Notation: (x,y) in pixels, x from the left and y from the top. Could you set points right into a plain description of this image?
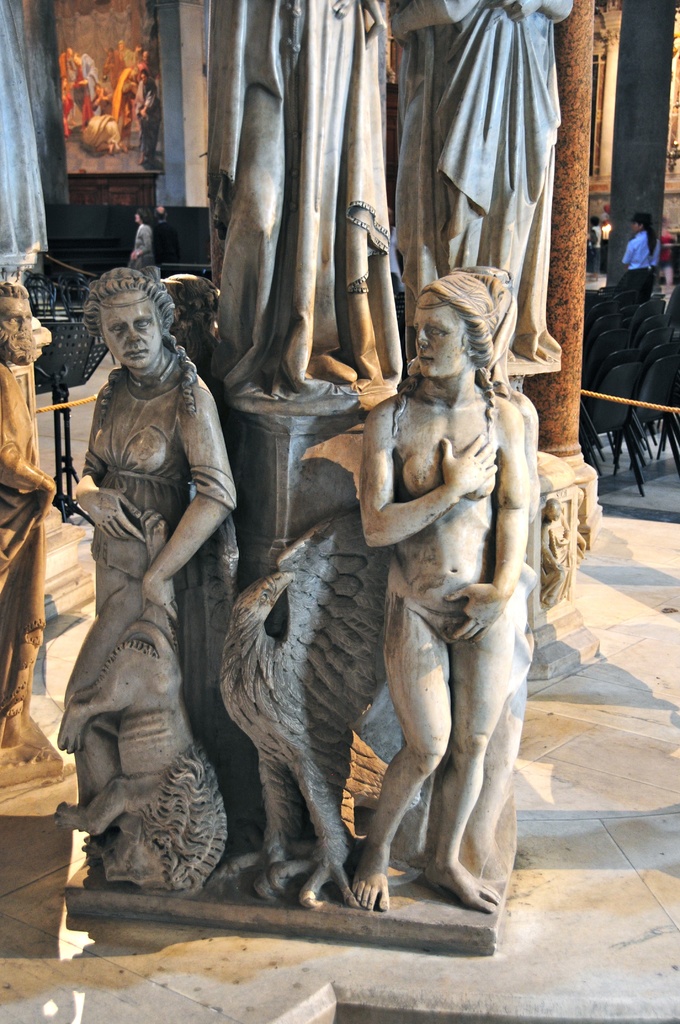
In this image I can see number of sculptures (329,375) in the front (306,331). On the right side of this image (649,220) I can see few black colour chairs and few people (593,241) are standing. I can also see a painting (139,156) on the top left side of the image (113,62).
